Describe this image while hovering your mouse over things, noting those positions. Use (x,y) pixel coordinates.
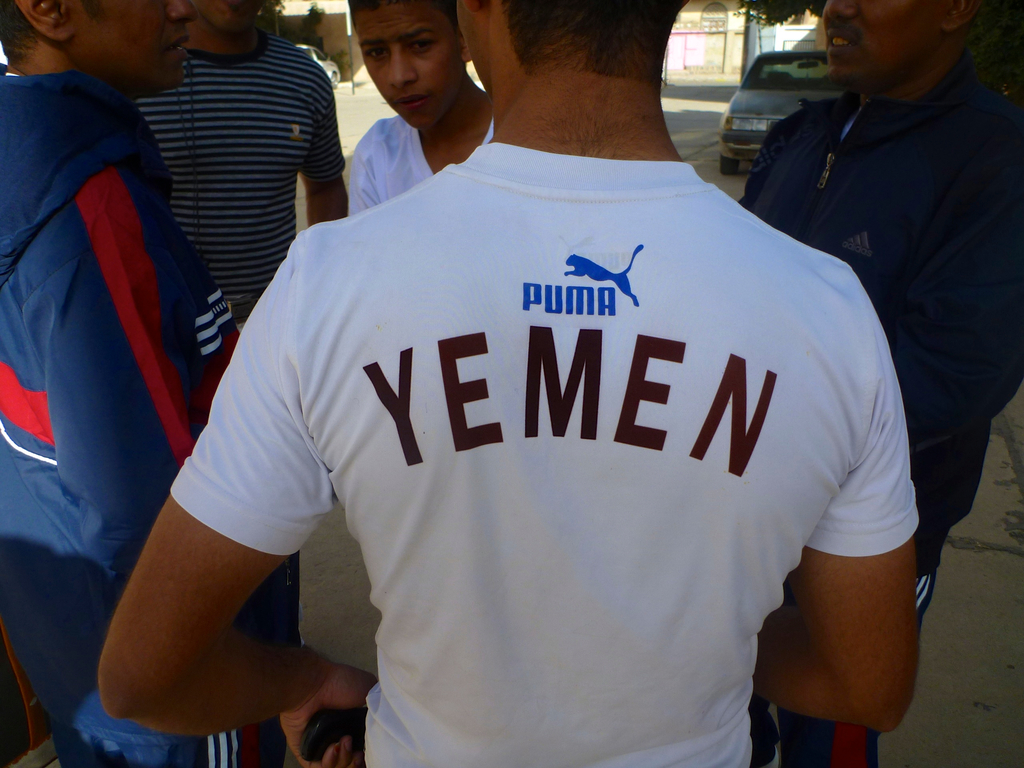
In this picture we can see some people (683,267) standing, a person (633,520) in the front (572,600) is holding something, in the background (783,78) we can see two cars (761,106), a tree (805,4) and a wall (711,34).
